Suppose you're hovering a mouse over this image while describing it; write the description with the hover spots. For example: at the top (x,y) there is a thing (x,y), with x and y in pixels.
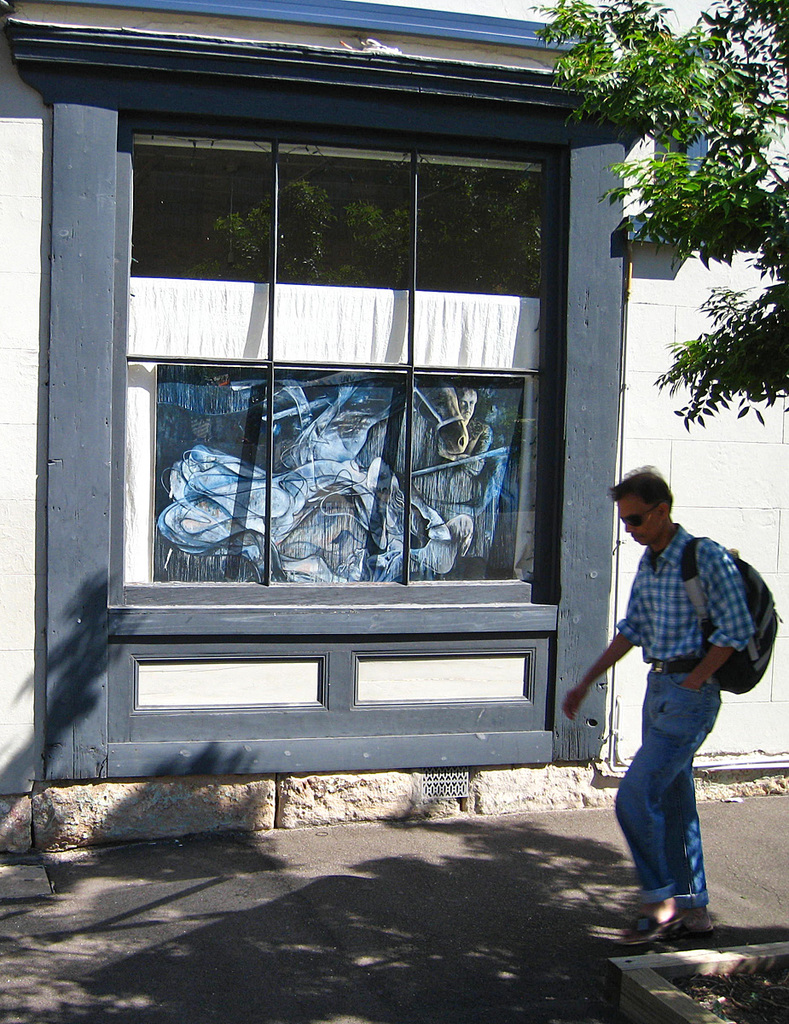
In this image in the front (679,668) there is a person (680,737) walking on the road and on the right side (751,158) there are leaves (746,246). In the background (755,253) there is a wall (743,434) and there is a window (317,398) and behind the window (360,491) there is a painting (279,450) and there is a curtain (292,322) which is white in colour.
